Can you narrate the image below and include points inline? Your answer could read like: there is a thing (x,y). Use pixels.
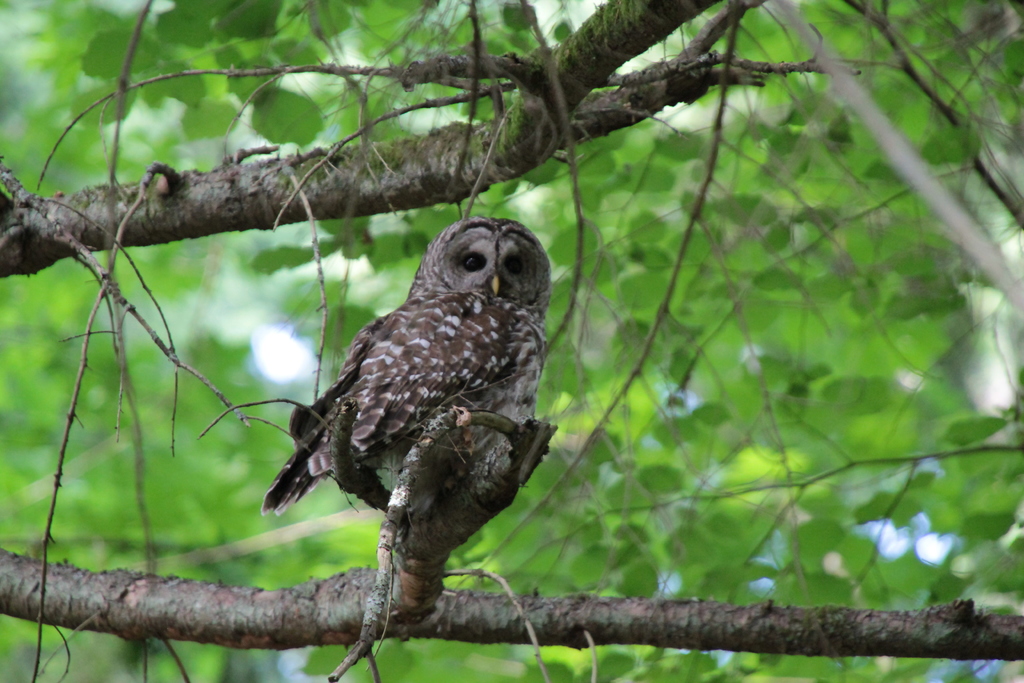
In the picture we can see a owl (465,248) sitting on the tree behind it we can see a leaves (842,353) of the tree (428,630).
